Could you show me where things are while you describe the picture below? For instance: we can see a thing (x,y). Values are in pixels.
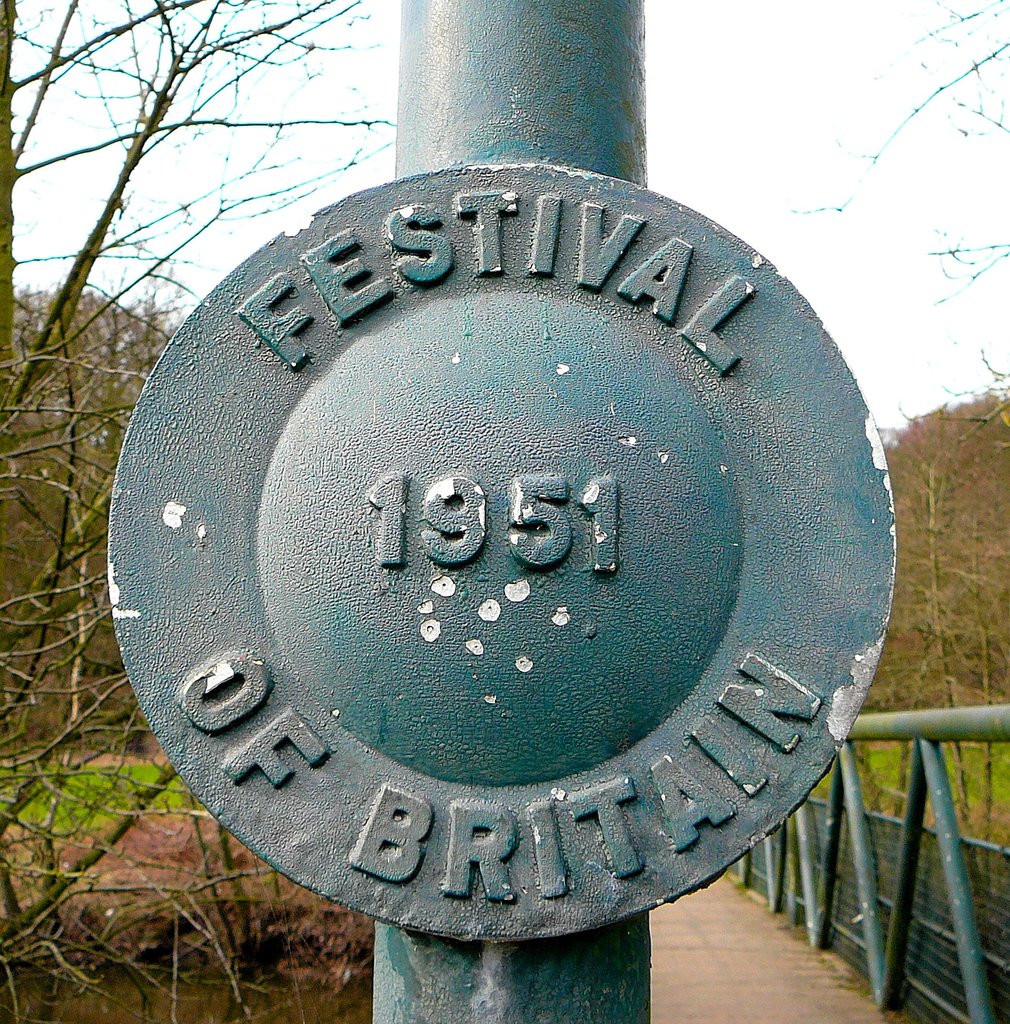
In this image we can see a pole (440,433) with text (757,668) and numbers (449,525). And we can see the rods (912,809), beside the road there are trees (922,528), grass (124,802) and sky (823,119) in the background (830,133).
